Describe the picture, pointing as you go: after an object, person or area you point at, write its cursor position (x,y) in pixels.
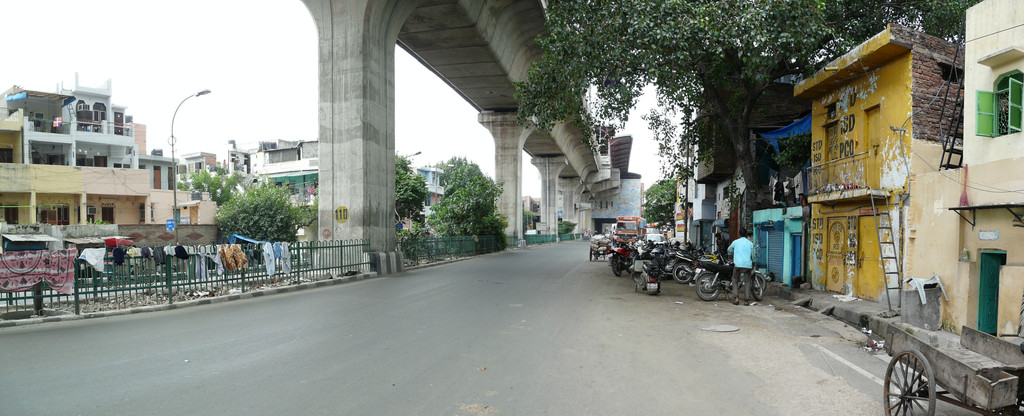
In this image we can see vehicles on the road (631,350) and there are trees (738,151). On the right (935,371) there is a cart (897,356) and we can see a man (736,275). In the background (236,212) there are buildings (162,164), trees (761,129), poles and sky (272,109) we can see a bridge (425,34). On the left (76,257) there are clothes (32,268) on the fence (191,275).
